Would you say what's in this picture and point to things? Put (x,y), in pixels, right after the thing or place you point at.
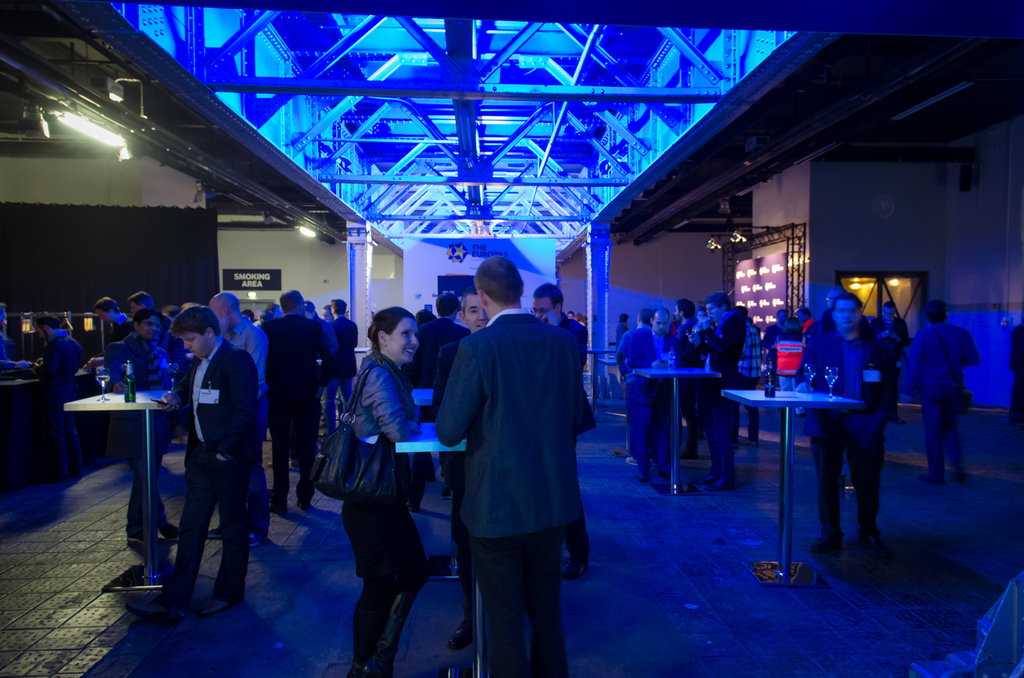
In the picture we can see a club (25,463) inside the club (283,638) we can see some tables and some wine bottles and glasses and some people (873,514) are standing and having a drink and talking and in the background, we can see a wall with some curtain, smoking area board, and to the ceiling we can see some lights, rods (878,147).
